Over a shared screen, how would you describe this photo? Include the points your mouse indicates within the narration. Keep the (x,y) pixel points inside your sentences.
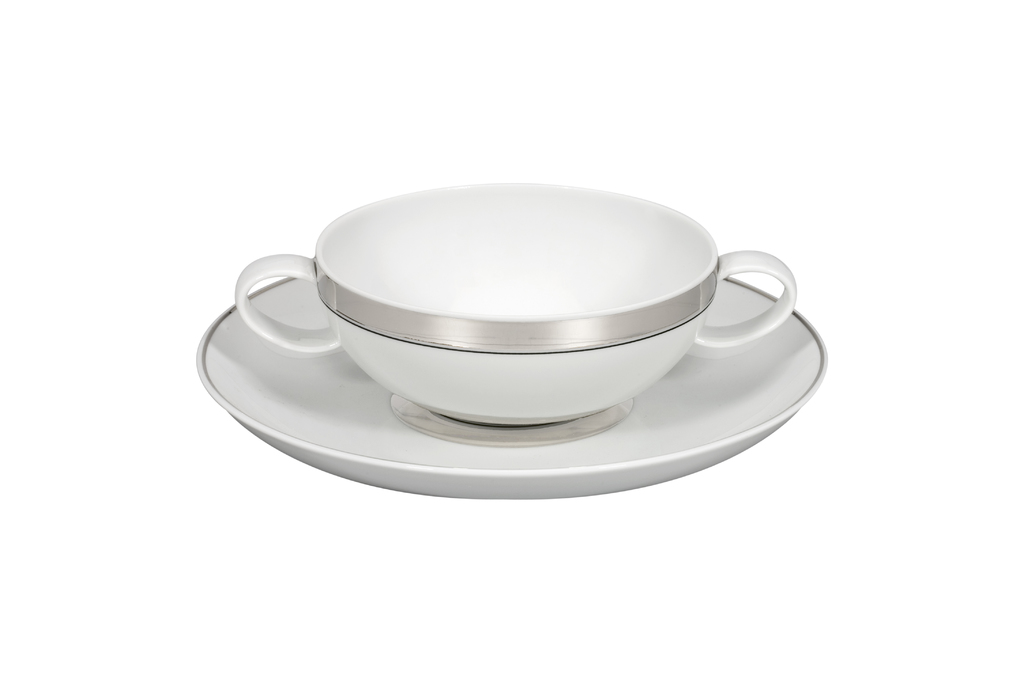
In this image in the center (571,293) there is one cup (408,374) and one saucer (333,431).
